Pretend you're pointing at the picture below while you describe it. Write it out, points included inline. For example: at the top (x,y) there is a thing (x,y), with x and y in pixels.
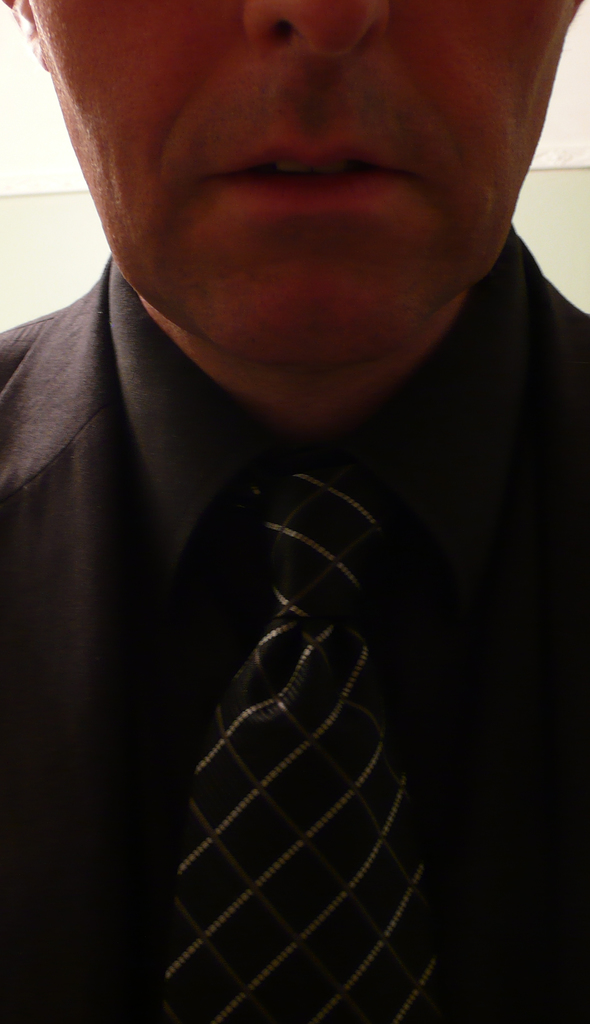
In the picture we can see a part of the man (75,490) with shirt (485,470) and a tie (196,889) and with chin (384,317) and mouth (313,200).
